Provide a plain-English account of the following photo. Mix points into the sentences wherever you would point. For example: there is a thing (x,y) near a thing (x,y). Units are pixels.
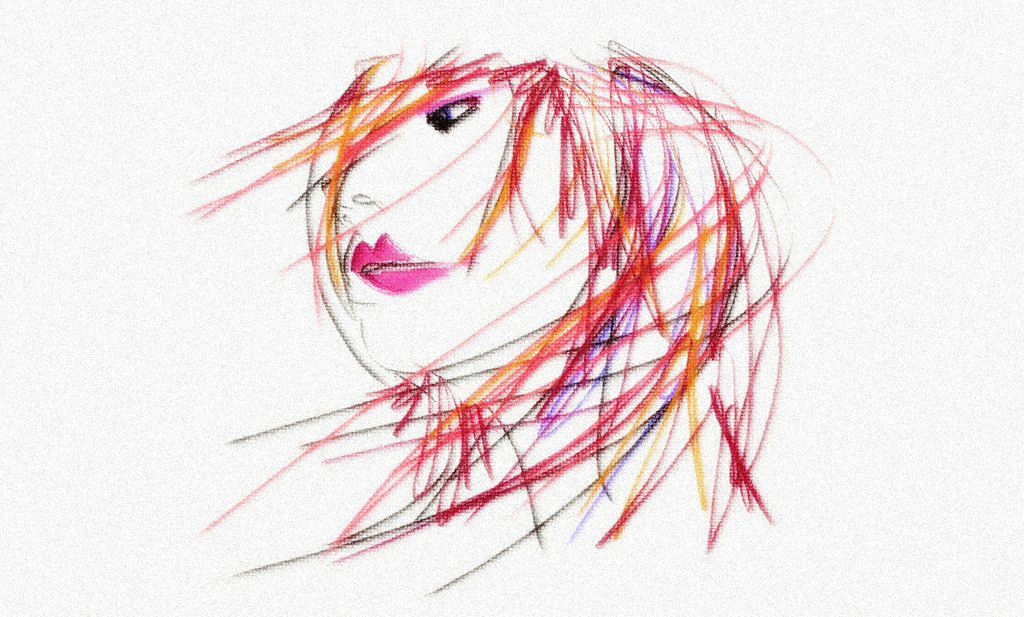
In this image there is a painting (497,286) of a person (430,342).
